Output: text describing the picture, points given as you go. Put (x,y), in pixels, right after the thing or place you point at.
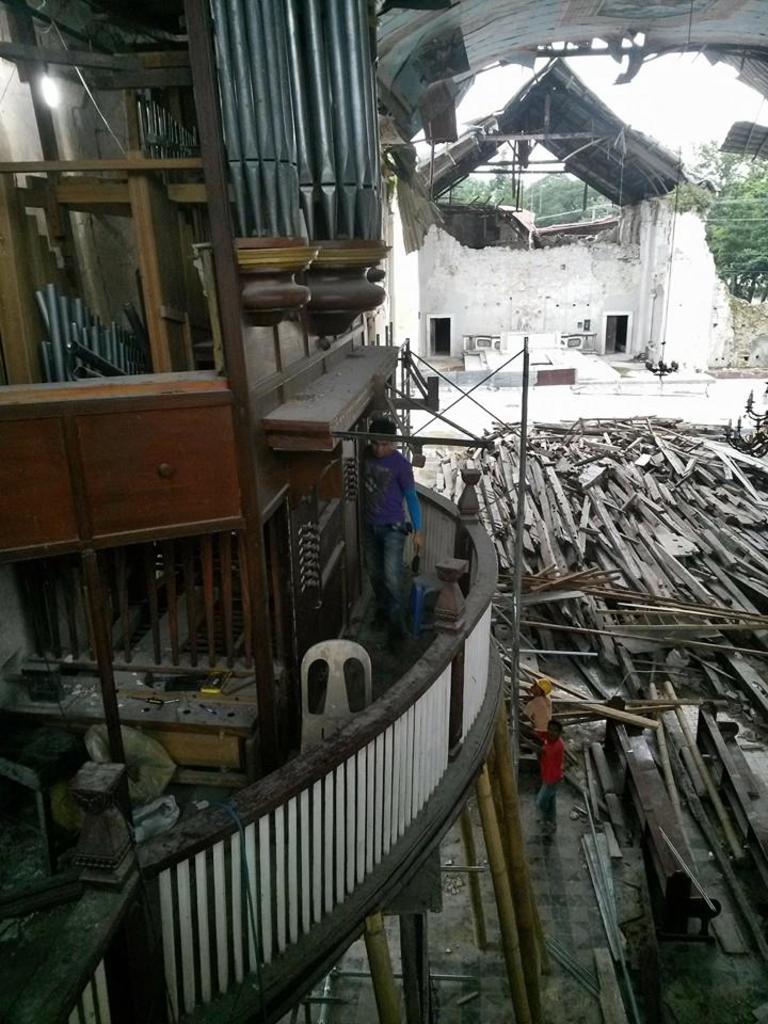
This picture is inside view of a room (431,292). We can see the cupboards (199,501), person (422,539), sticks (618,533), chair (336,695), rods (438,732) are present. At the top of the image (604,28) roof (556,65) is there. At the top right corner (725,226) trees (723,194) are present. At the top of the image (687,93) sky (704,99) is present. At the bottom of the image (557,1002) ground (563,1006) is there.
